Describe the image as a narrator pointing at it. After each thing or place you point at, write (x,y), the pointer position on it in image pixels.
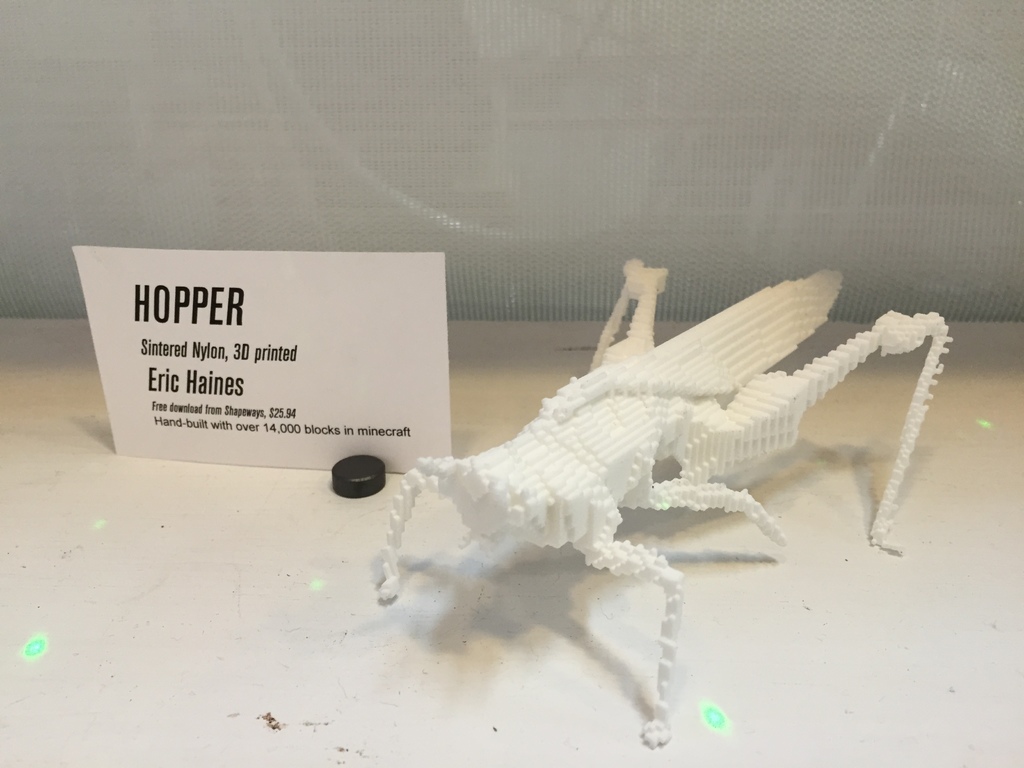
In this image there is a hopper (567,475) made up of nylon (573,472). Here there is a paper board (316,408). In the background (614,139) there is a net (607,155).
